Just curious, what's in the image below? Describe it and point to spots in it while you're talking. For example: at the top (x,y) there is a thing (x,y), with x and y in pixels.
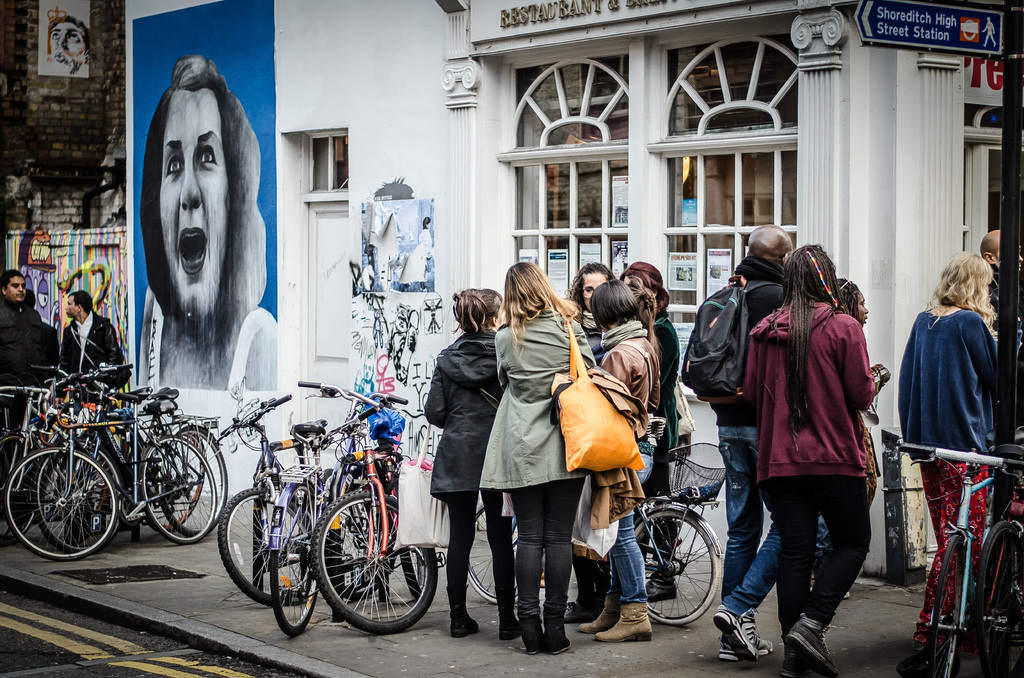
In this image there are people (721,443) standing on a footpath (348,649) and there are cycles (237,540), in the background (85,208) there is a building (593,111).
